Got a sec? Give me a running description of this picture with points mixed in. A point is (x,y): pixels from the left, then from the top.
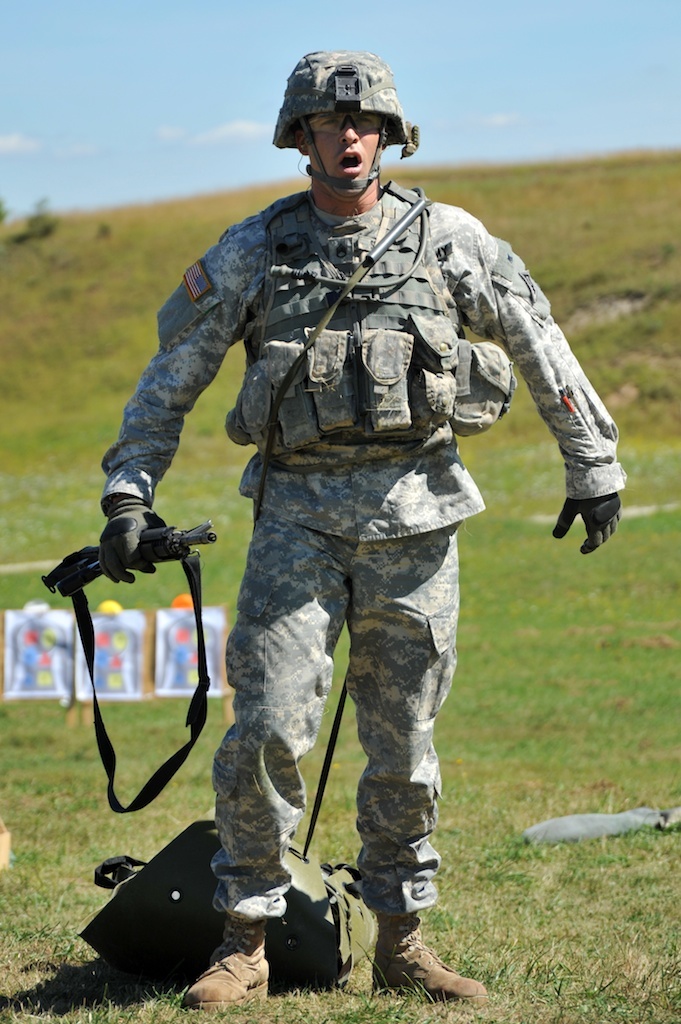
In this image I can see in the middle (281,346) an army man (445,570) is standing by holding the weapon (146,536). He is wearing an army dress (386,518), cap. At the back side (73,526) there is the grass (502,445), at the top (188,93) it is the sky (174,99).
